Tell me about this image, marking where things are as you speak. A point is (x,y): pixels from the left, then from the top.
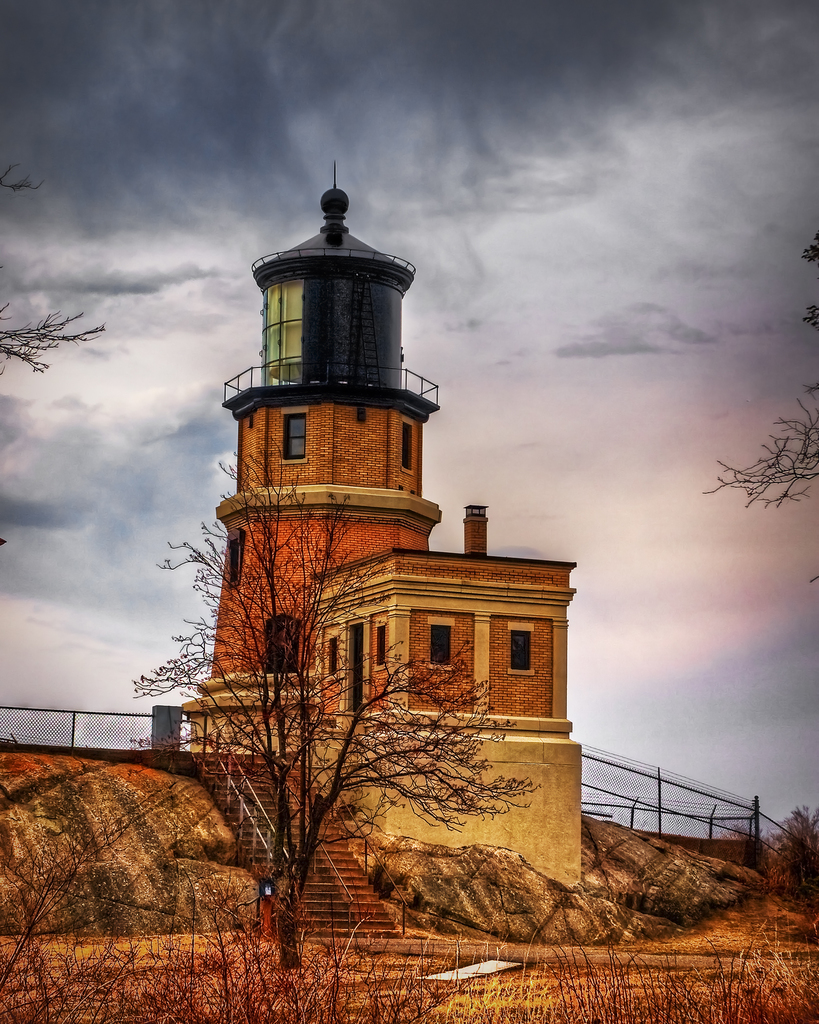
In the center of the image (363,507) there is a building (374,634). At the bottom (387,921) there is grass (350,966) and stairs (336,905). In the background (67,617) there are trees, fence (665,794) and sky (270,143).
